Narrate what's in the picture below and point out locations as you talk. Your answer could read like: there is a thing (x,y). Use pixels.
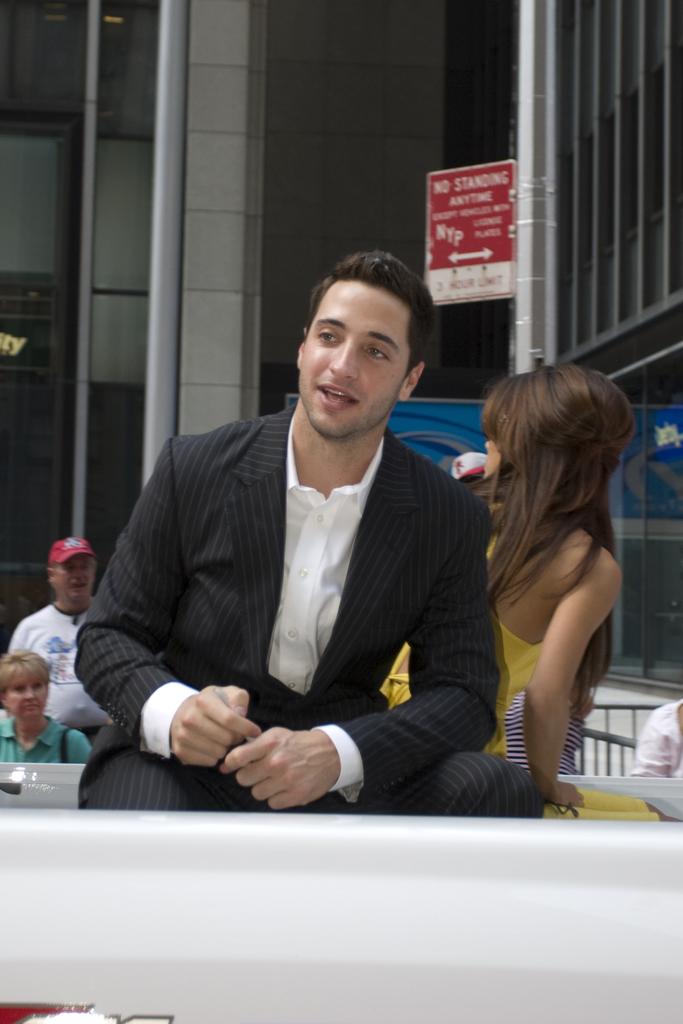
In this image I can see few people (318,541) and one person (256,648) is sitting and wearing black and white color dress (283,570). Back I can see the board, glass building (462,162) and fencing (604,733).
